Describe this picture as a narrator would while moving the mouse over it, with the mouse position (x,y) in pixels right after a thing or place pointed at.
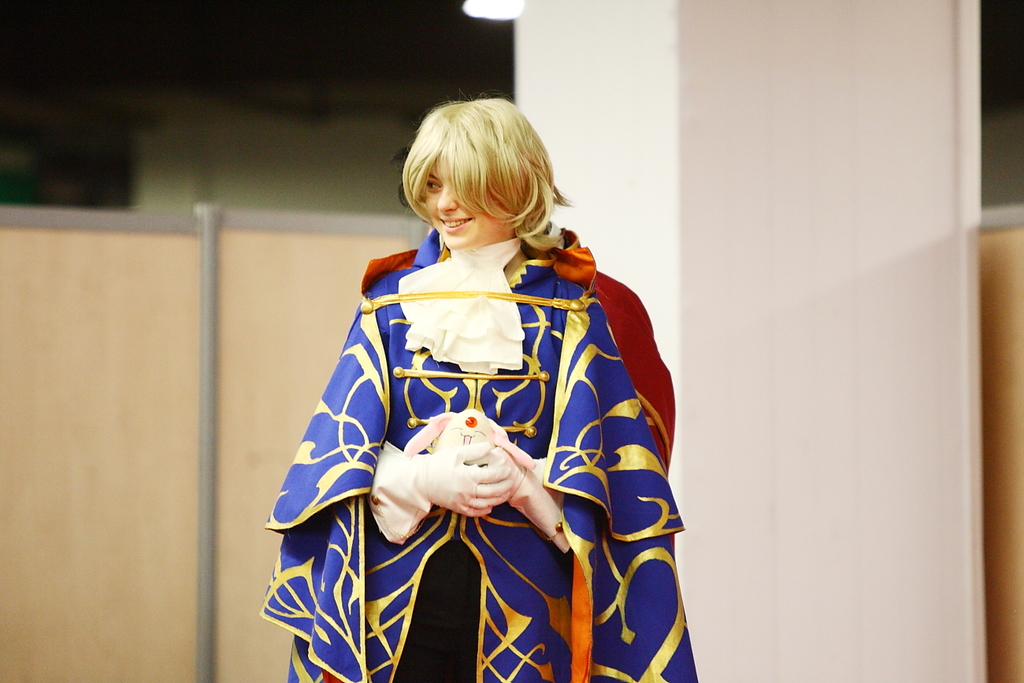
This image is taken indoors. In the background (224,166) there is a wall (984,182) and there is a pillar (685,147) and there is a wooden cabin (177,334). At the top of the image (482,16) there is a light (482,16). In the middle of the image (504,338) a woman (471,319) is standing and she is with a smiling face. She is holding a toy (440,435) in her hands (474,491).
